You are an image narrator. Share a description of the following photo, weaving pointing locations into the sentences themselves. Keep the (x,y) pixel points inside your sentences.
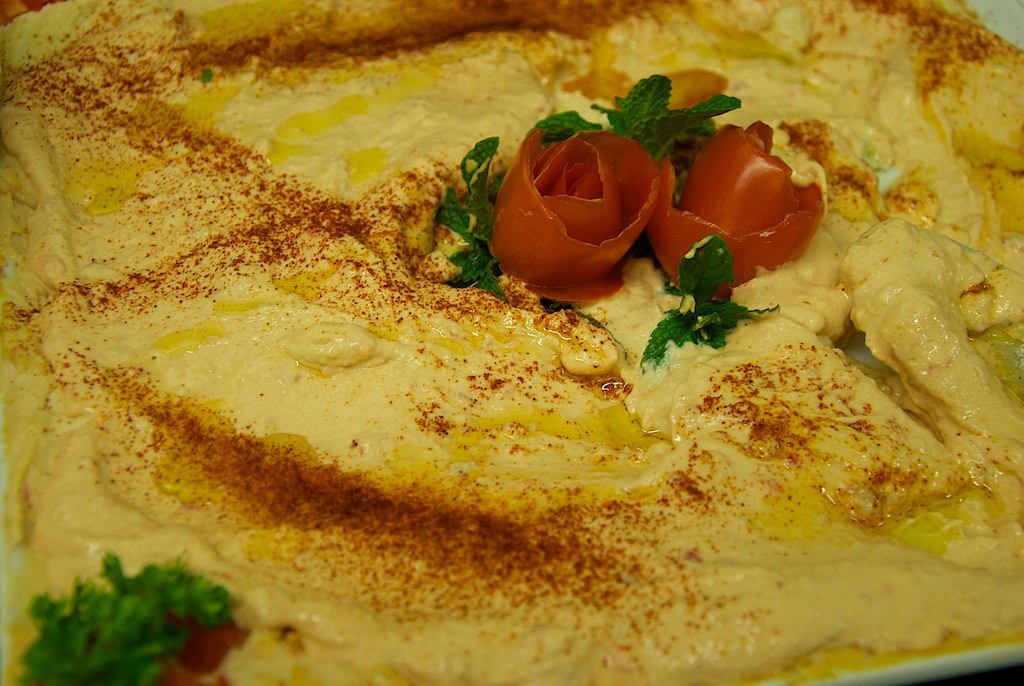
In this image we can see hummus (400,324) garnished with chili powder (354,574), tomato slices (546,274) and some mint leaves (717,305).
